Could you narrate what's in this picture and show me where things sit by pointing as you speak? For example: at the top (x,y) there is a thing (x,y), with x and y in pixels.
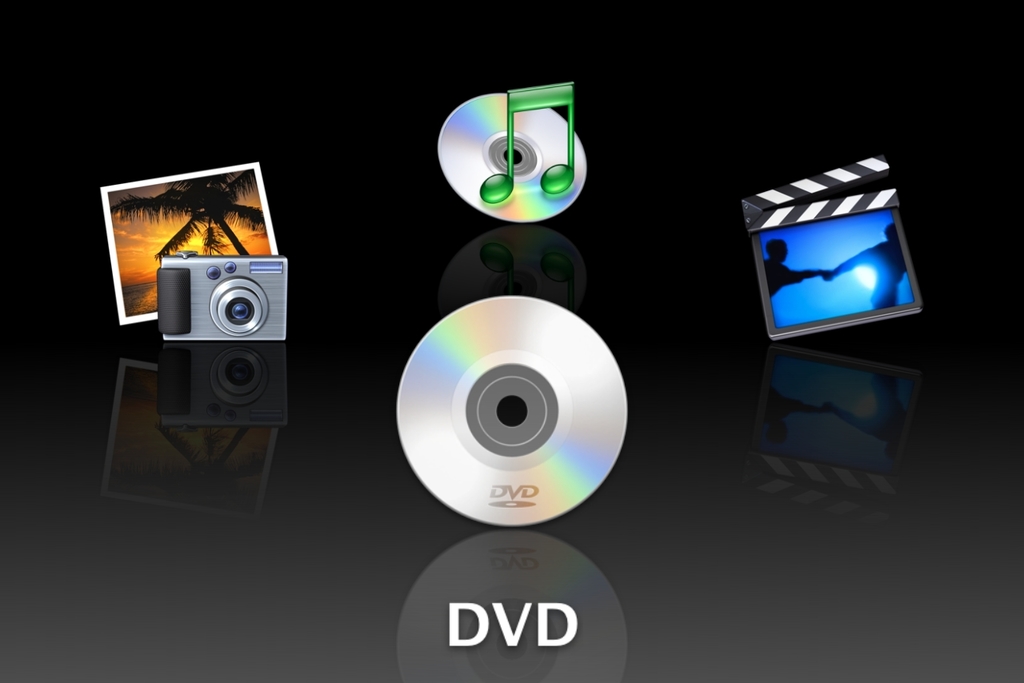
In this image we can see the depiction of the DVD's (531,137), camera (165,274), photo frame (242,252), music logo (532,150) and the background of the image (917,161) is in black color.
